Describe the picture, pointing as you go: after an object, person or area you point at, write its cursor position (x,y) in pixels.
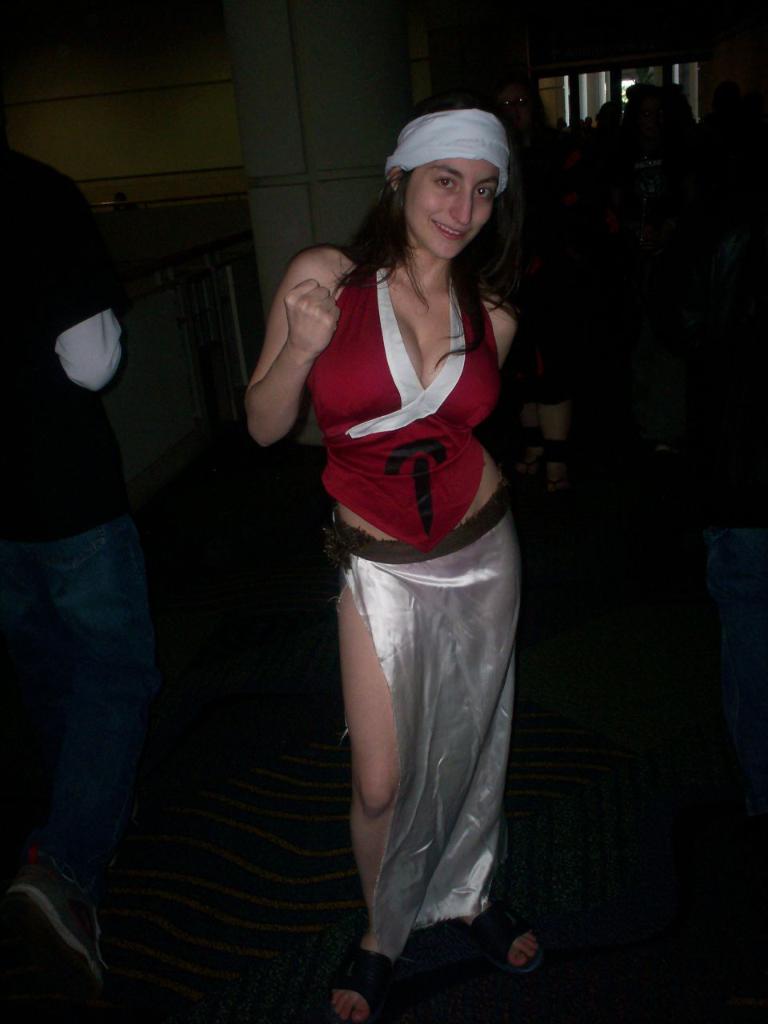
In this image, I can see few people (444,405) standing on the floor (260,830). On the left side of the image (83,774), there is a person (65,572) walking. In the background (251,257), I can see a pillar (291,185) and a wall (165,105).
